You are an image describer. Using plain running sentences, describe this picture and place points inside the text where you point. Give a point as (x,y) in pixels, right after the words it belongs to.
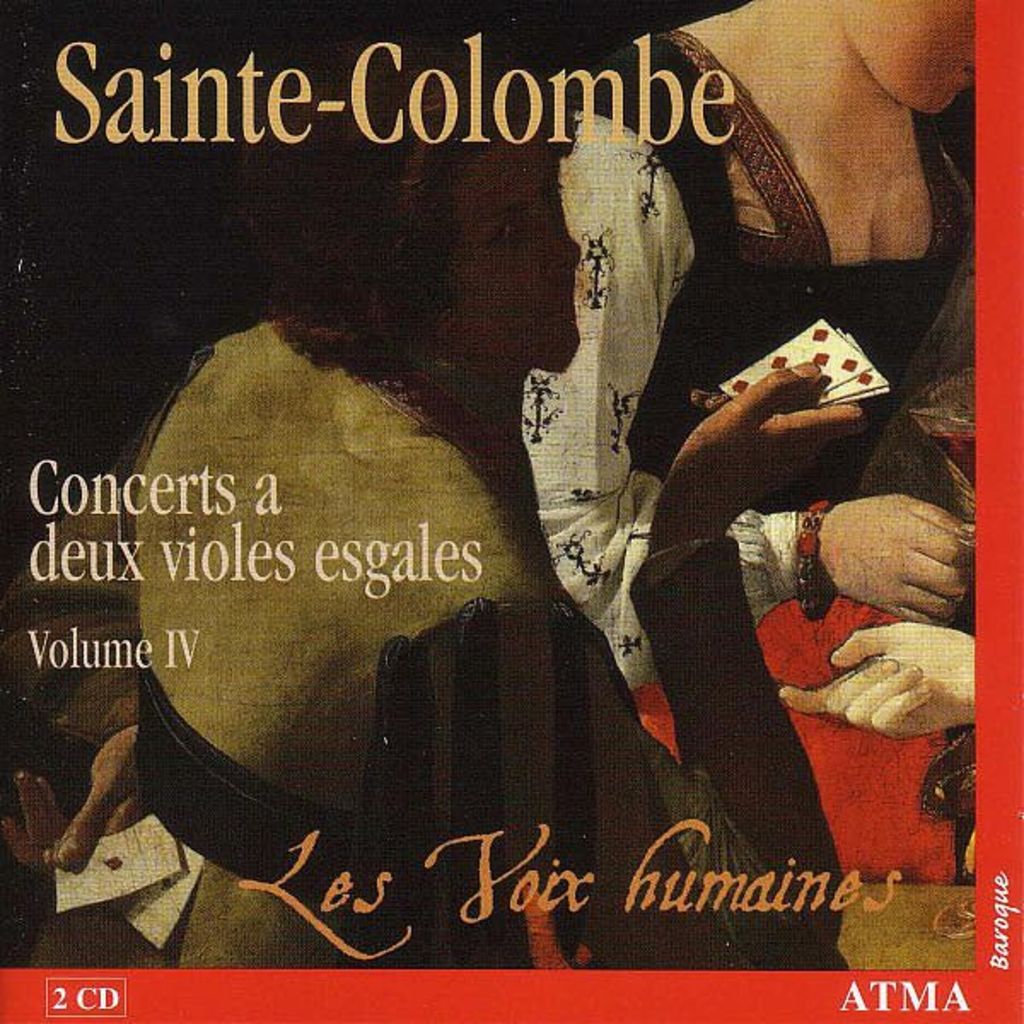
This picture is consists of a poster (854,636) in the image.
